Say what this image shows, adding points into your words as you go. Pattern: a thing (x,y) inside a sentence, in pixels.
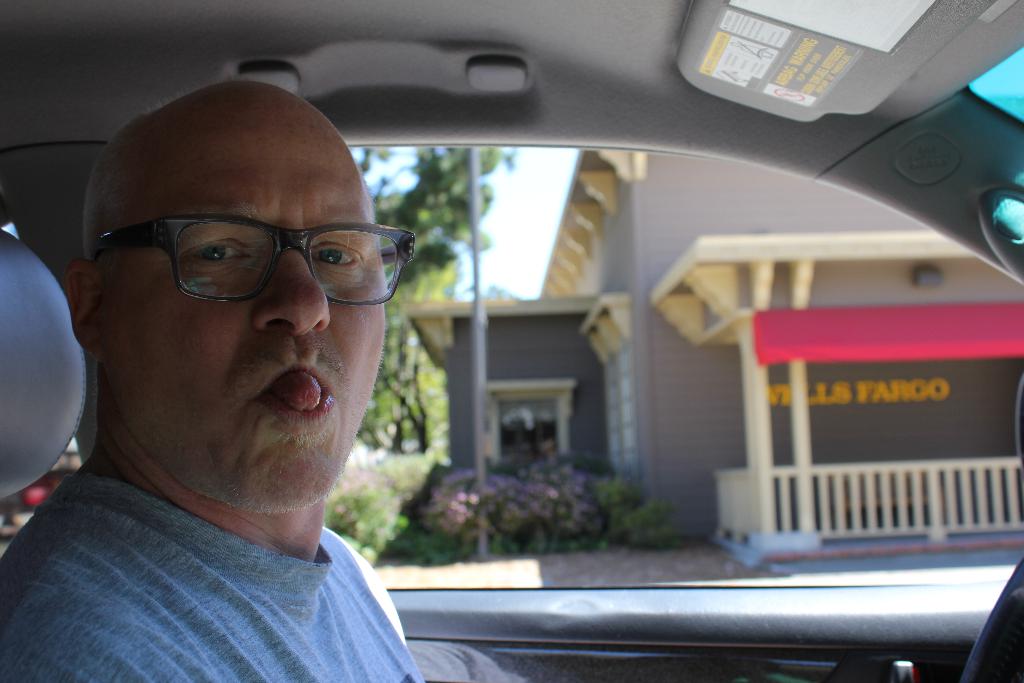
In this image we can see a man (342,456) sitting inside the car (668,81) and in the background (561,249) there are some trees (439,211) plants (566,522) and a building (784,398).
